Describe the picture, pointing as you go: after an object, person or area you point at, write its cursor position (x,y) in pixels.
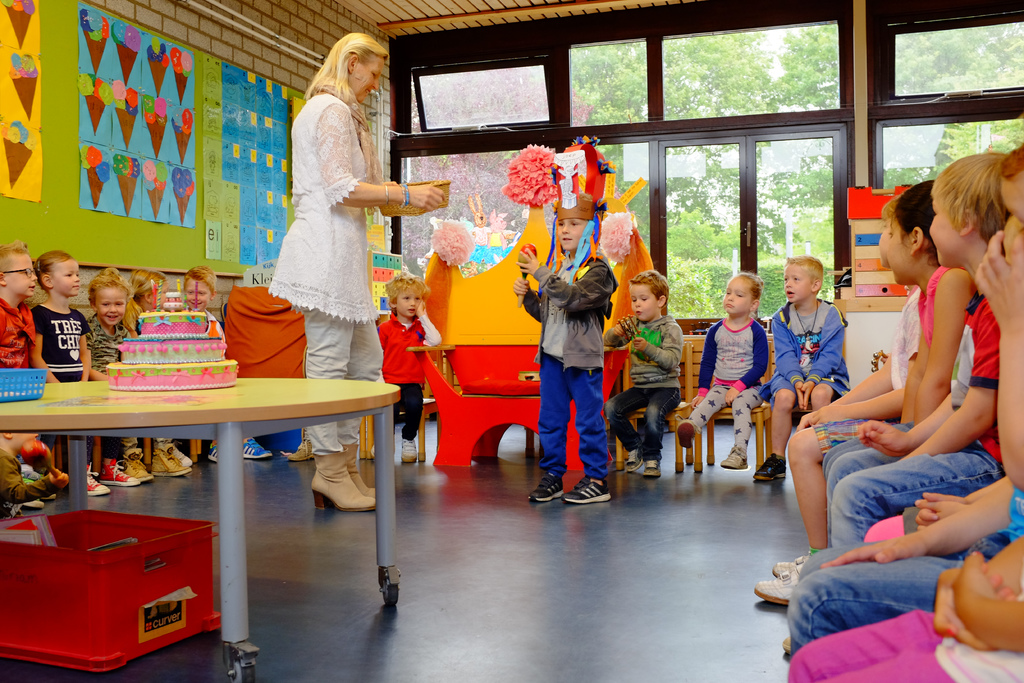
On the left side of the image (115,417) there is a table (149,396) with cake (139,323) and a blue box (17,378). Below the table (332,416) there is a red color box (92,528). In the image there are few kids (433,344) sitting. And there is a boy (562,294) with an object (584,244) on the head (564,242) is standing. Behind him there is a chair (545,225). And also there is a lady (344,225) standing and holding the basket (407,203) in her hands (428,195). On the left side of the image (266,60) there is a wall (234,33) with posters (174,162). In the background (851,197) there are few objects (863,190) and also there are glass windows (764,73) and doors (660,155). Behind them there are trees (820,174).
